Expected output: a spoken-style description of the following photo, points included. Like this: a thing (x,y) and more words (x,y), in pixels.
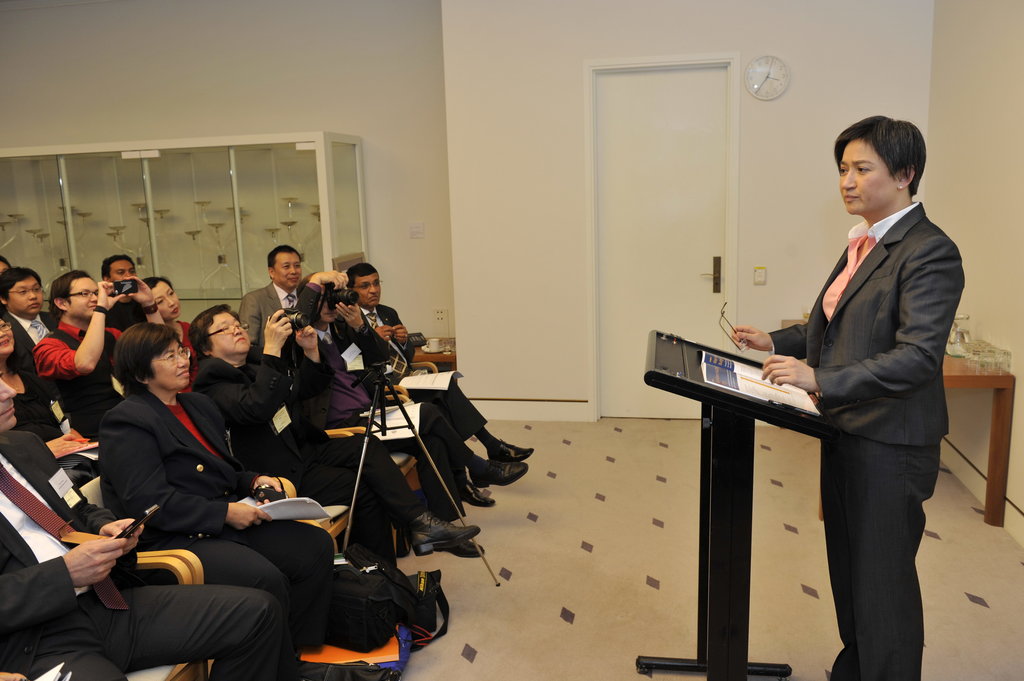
In this image we can see there are a few people (278,354) sitting on the chairs (404,395) and holding cameras (116,293), papers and cell phones (129,293). We can see the person (881,281) standing and holding a spectacle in front of the podium (746,478). At the back (950,371) there is a table (967,376), on the table (983,386) there are glasses (973,352), cup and few objects (959,329). We can see the cupboard (221,174) with glass (251,212) and there are few objects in it. And we can see the wall (506,130) with the door (695,148) and clock (777,92).
